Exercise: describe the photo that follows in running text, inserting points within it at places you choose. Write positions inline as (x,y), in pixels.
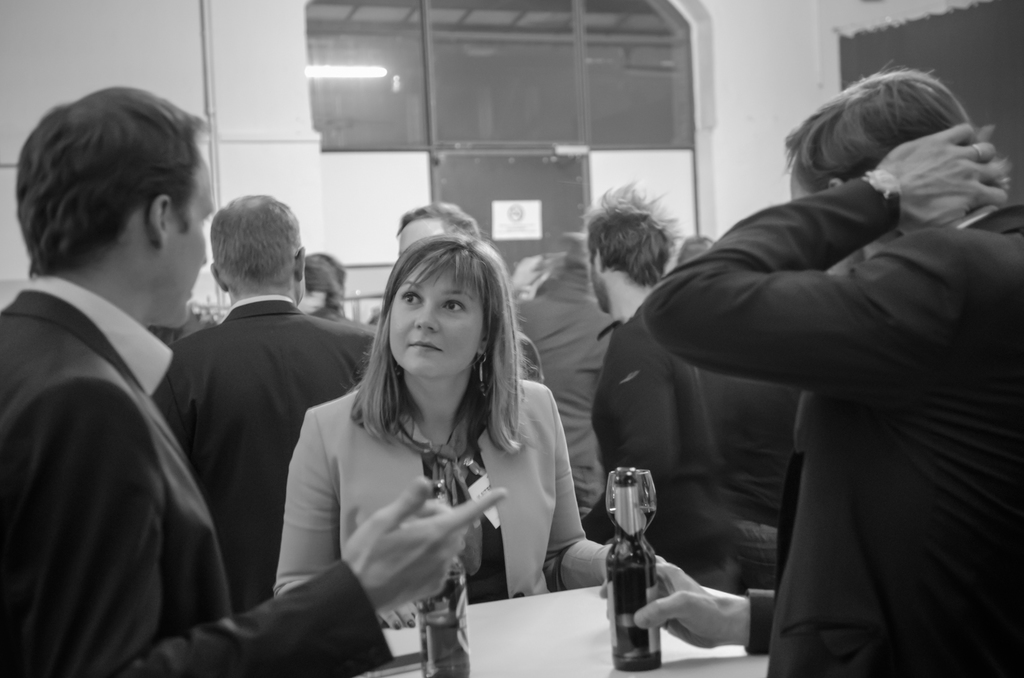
The image is inside the room (546,429). In the image there are group of people (778,366) standing in front of a table (493,613), on table (523,626) we can see two wine bottles (618,583), in background (801,108) there is a glass door (549,132) and a wall (758,63) which is in white color.
